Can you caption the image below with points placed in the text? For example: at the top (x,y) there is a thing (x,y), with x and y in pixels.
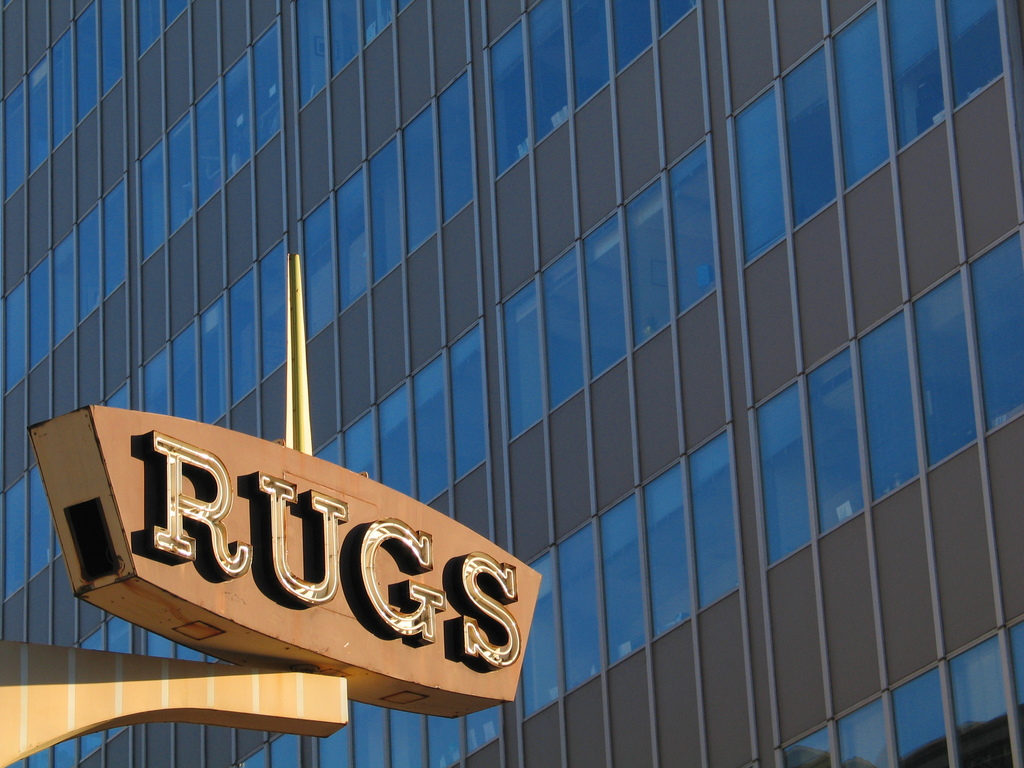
In this picture I can see the building (590,299) with glass windows (593,285) on the right side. I can see the board (263,468) on the left side (272,482).
